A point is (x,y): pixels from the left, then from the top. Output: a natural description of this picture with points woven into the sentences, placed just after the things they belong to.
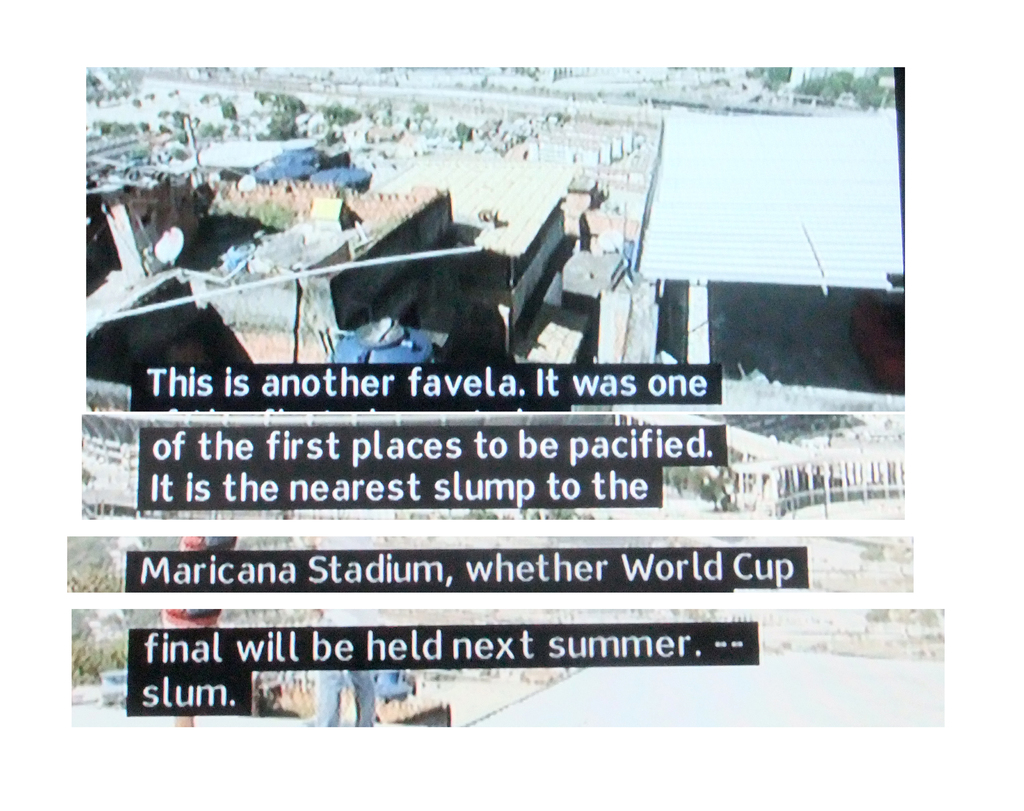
In this image we can see many buildings (265,269). Also there is a water tank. On the image something is written. In the back (296,130) there are trees (289,117). On the right side (797,90) there are trees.
